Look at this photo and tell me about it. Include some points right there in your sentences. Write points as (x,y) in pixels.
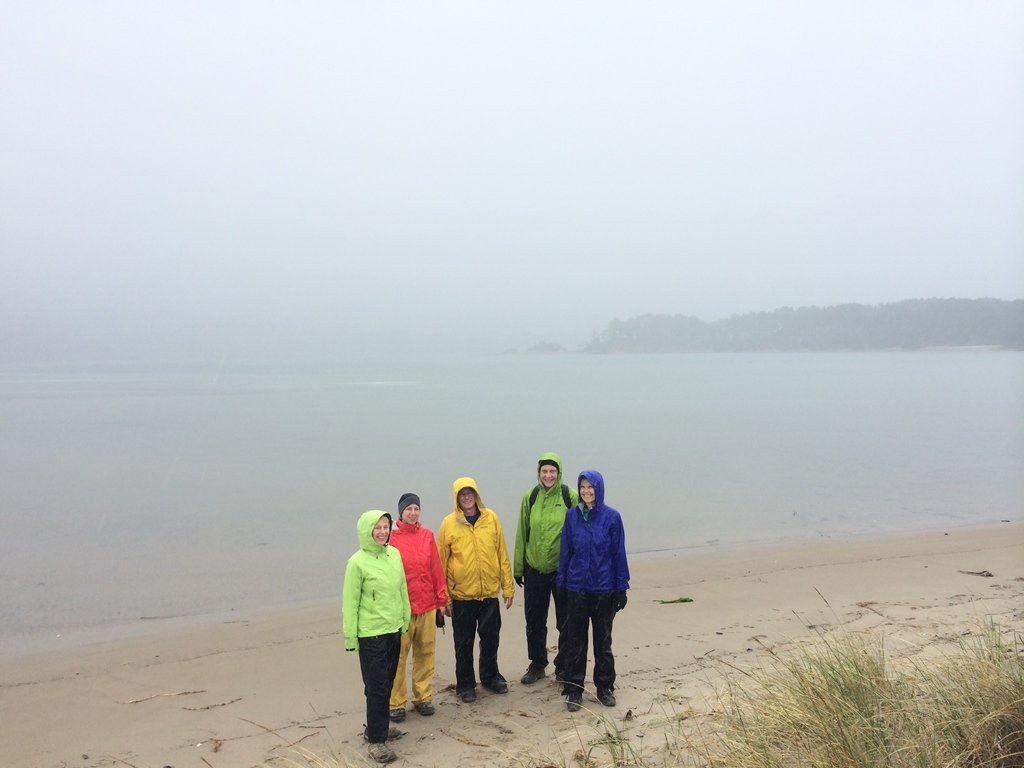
In the image I can see a sea shore (536,733) on which there are some people (479,602) wearing jackets (386,616) and also I can see some plants (956,723) and some mountains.
